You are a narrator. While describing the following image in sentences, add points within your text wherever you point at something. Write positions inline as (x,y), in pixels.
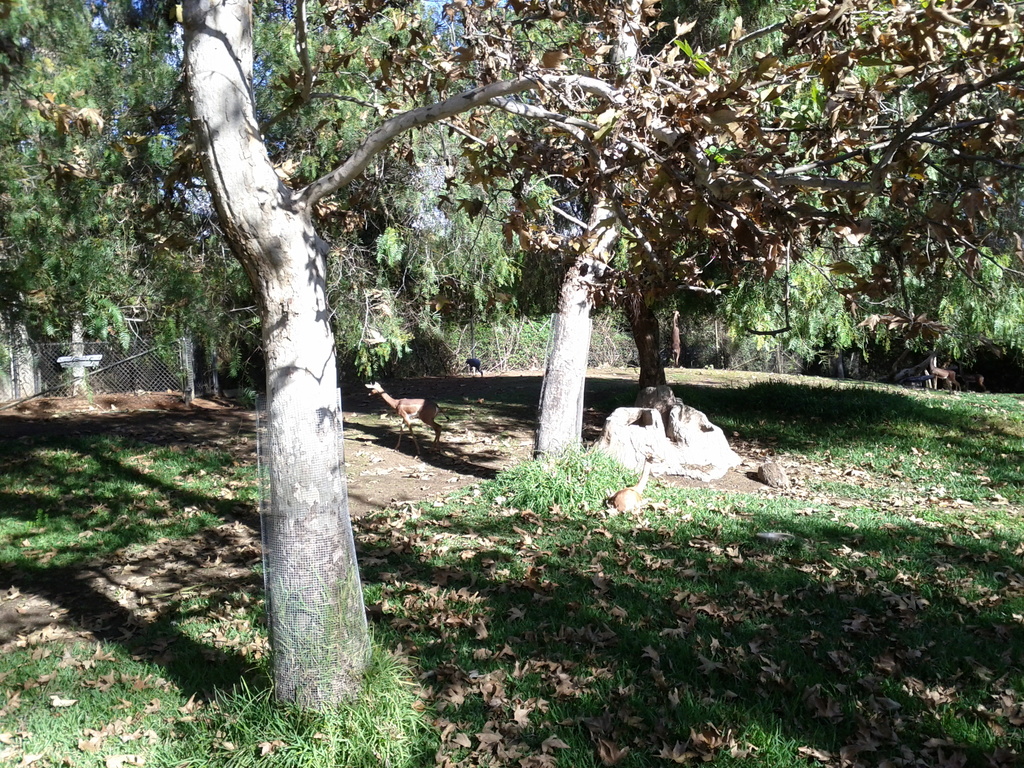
In this image we can see deer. On the ground (592,551) there is grass (731,582). Also there are dried leaves (570,640). And there are many trees (474,270). In the back (140,340) there is a mesh fencing (153,362).
